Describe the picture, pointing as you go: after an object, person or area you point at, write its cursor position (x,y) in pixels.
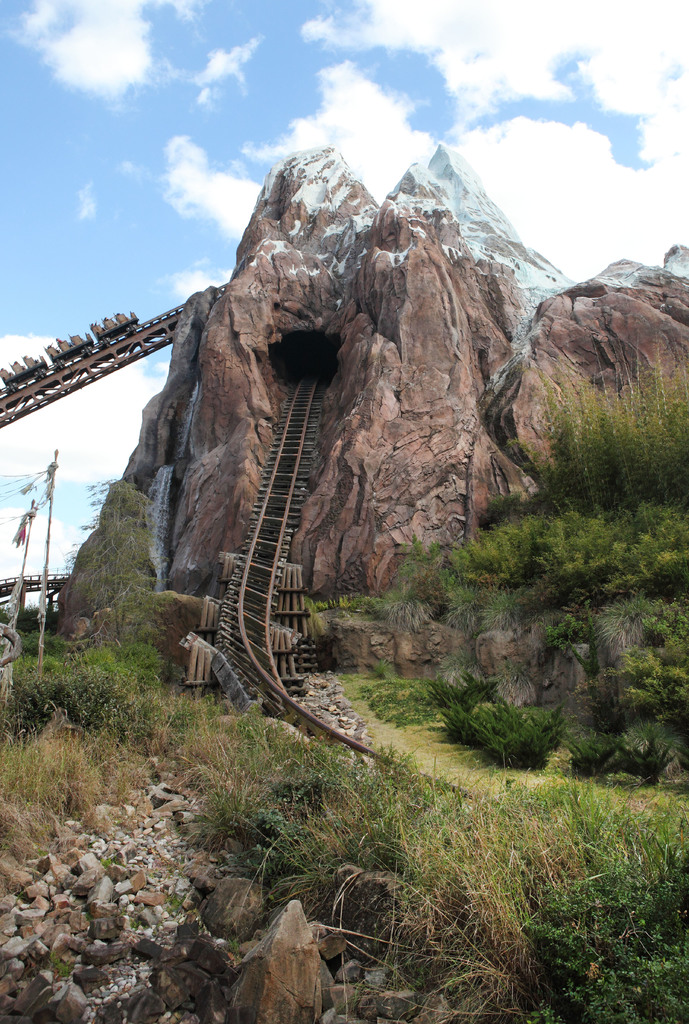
In the foreground of the picture (657,925) there are shrubs (275,862) and stones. In the center of the picture (410,438) there is a mountain (320,514). In the center (290,510) to picture there is a railway track (282,476). Sky (34,78) is sunny.
